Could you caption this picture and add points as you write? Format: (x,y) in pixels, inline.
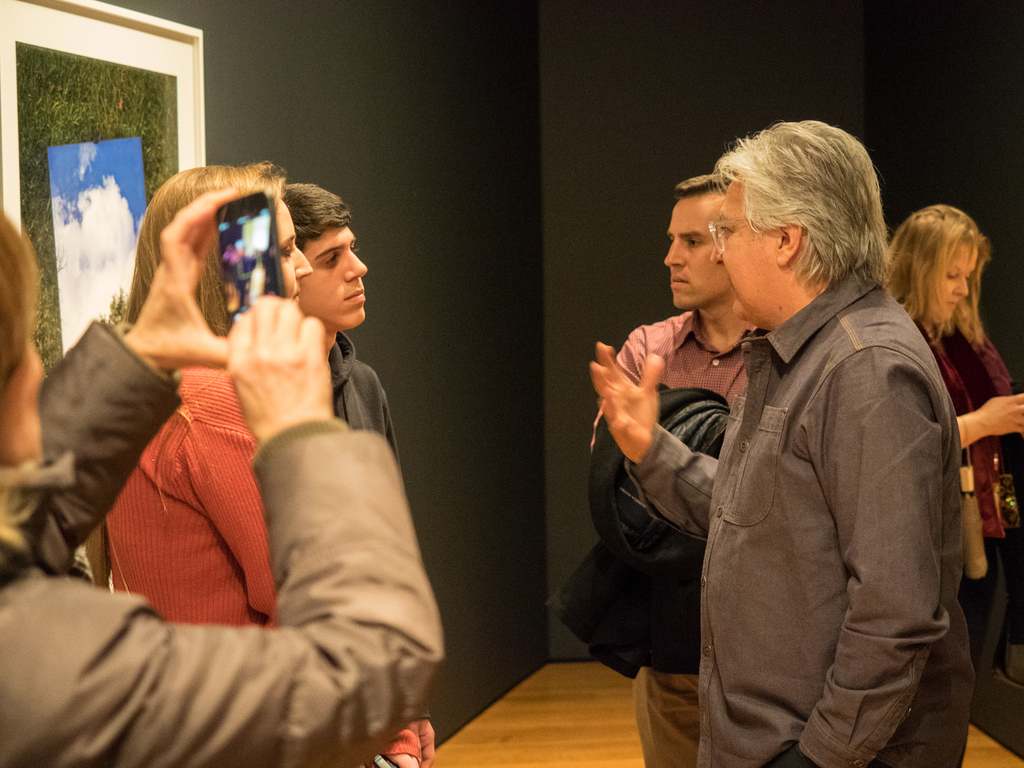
In this image we can see a man (884,284) on the right side (920,527). He is wearing a shirt (915,465) and he is speaking. Here we can see another man (691,379) holding the black color jacket (694,429) in his hands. Here we can see two persons (241,449) on the left side (213,443) and they are paying attention to the speaker (722,462). Here we can see a woman (310,382) on the left side (101,706) is capturing an image with a mobile phone (269,206). Here we can see a woman (989,429) on the right side (934,339). Here we can see a photo frame (132,148) on the wall (386,385) and it is on the top left side (74,92).
